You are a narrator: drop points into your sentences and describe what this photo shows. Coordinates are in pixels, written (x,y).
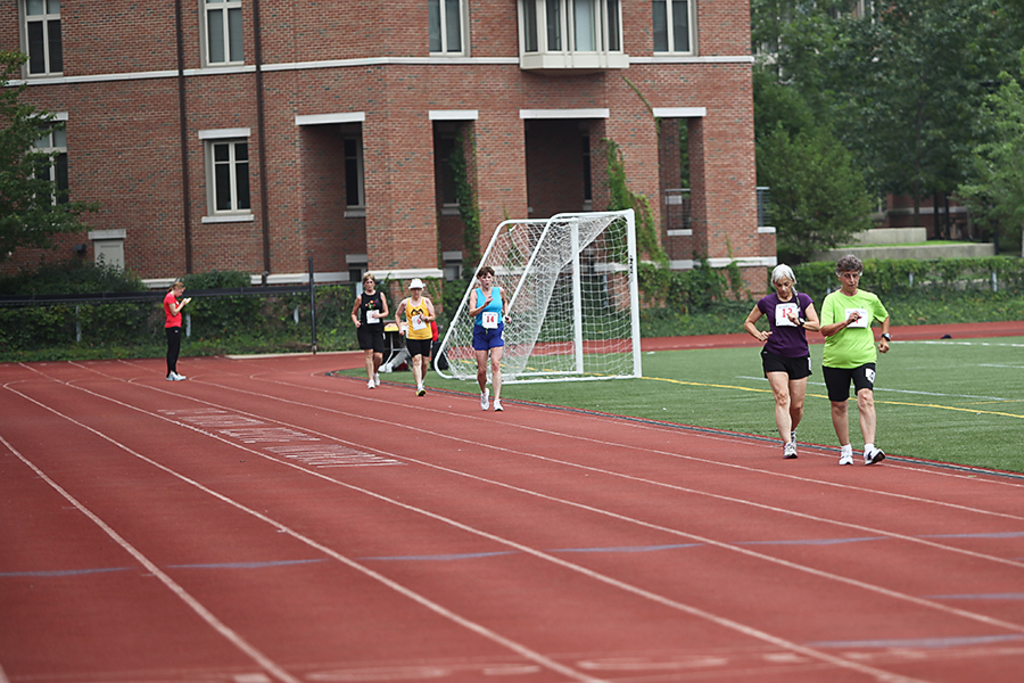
In this image we can see people (368,356) running on the running track (497,485). On the left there is a person (174,366) standing. In the background (84,93) there is a building (603,122), trees (875,163), bushes (725,288) and a fence (305,312). We can see a net (568,293).
